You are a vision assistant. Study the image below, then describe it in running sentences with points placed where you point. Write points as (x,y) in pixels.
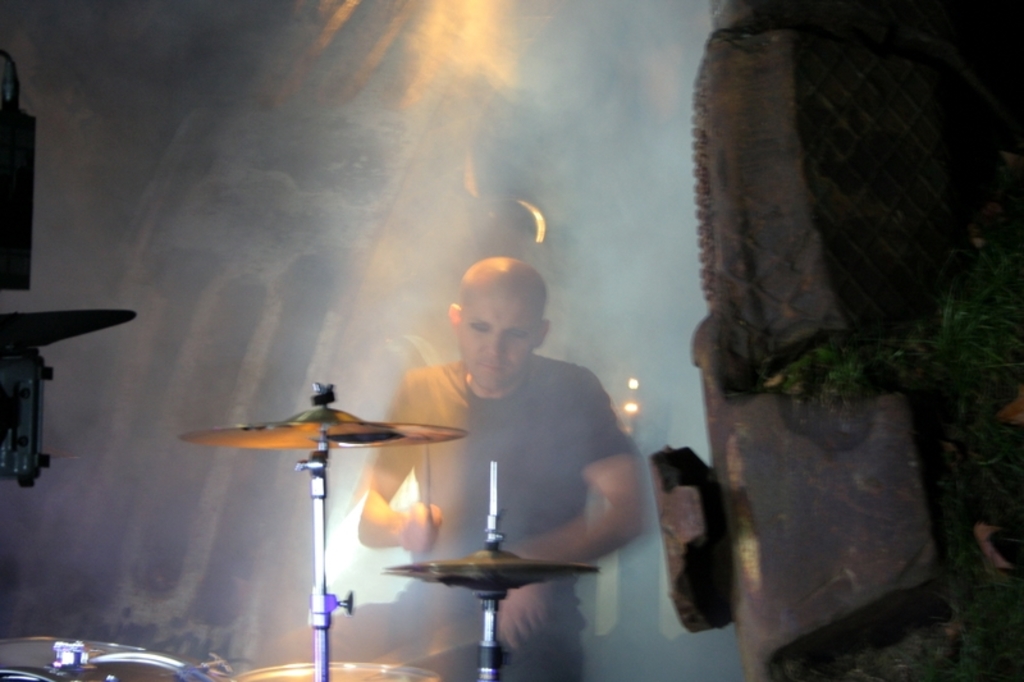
In the image there is a man (477,422) with black t-shirt (477,422) is sitting and playing the drums (327,446) which are in front of him. Behind him there is a smokey background (176,401). And to the right corner of the image (815,195) there is an object (778,355).
